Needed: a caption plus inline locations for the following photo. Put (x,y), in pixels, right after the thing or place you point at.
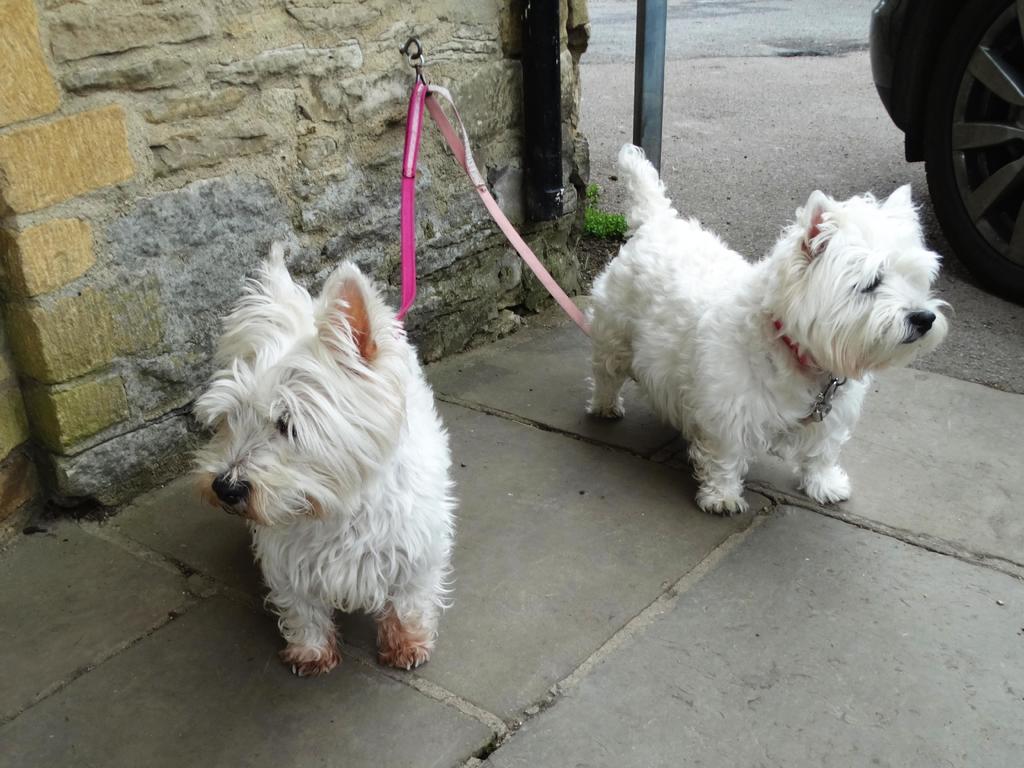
There are two white color dogs (339,523) present on the floor (763,583) as we can see in the middle of this image (525,466). We can see a wall (372,175) in the background (387,143). There is a wheel (977,119) of a car (952,102) as we can see in the top right corner of this image (969,188).
